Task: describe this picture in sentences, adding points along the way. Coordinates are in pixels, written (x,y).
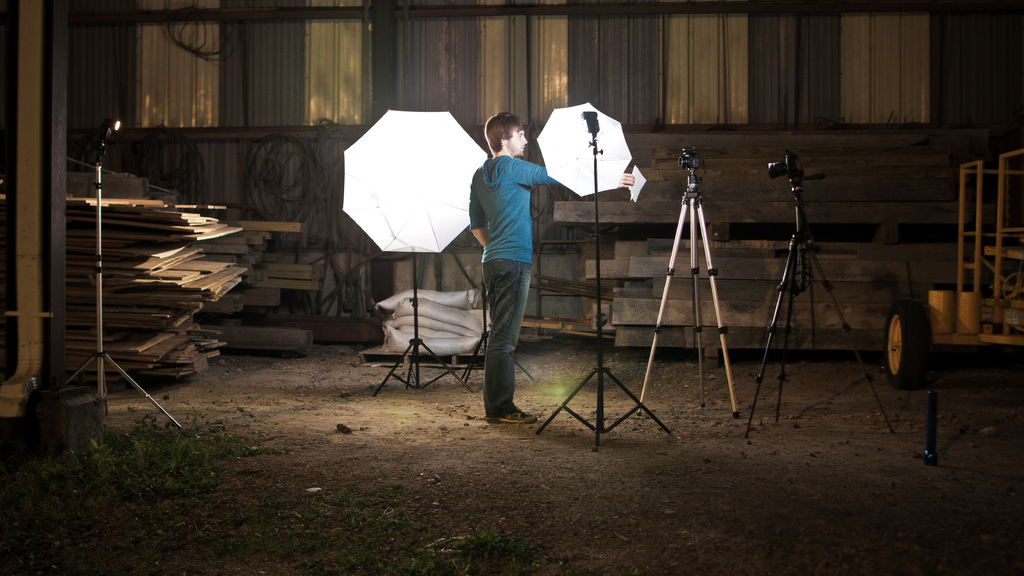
In the image we can see a man (510,224) standing, wearing clothes (527,214). These are the cameras (693,160), stand (688,186), flash diffuser umbrella (407,178), wooden sheets (189,269), grass (118,451), sand (760,446) and tires (891,342).
